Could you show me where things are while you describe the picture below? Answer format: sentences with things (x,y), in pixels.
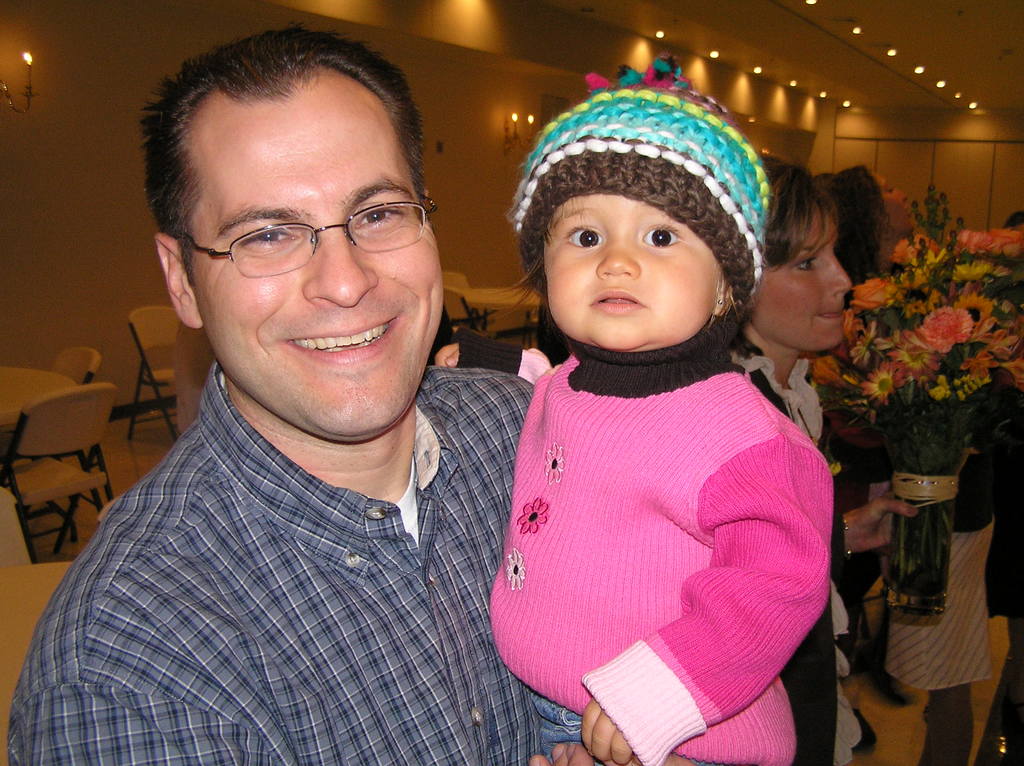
Here we can see a Person (61,621) holding a baby (747,461) in his hand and he is smiling and behind him we can see a women (765,282) with a flower bouquet (886,314) in her hand (882,509) and we can see tables (509,293) and chairs (110,395) present.
